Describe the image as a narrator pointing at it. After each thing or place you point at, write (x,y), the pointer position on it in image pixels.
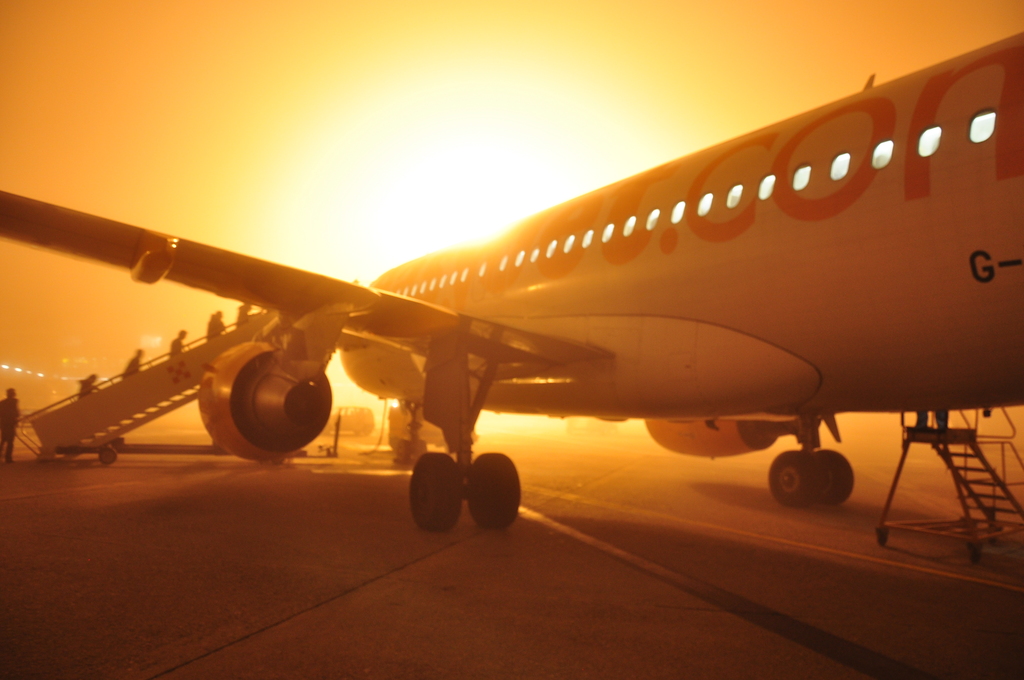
As we can see in the image there is a plane (429,309). In the background (353,420) there is a vehicle (363,428). On the left side (84,386) there are few people (4,415) climbing stairs (68,414). On the top (200,72) there is sky (341,50) and sun (434,159).
